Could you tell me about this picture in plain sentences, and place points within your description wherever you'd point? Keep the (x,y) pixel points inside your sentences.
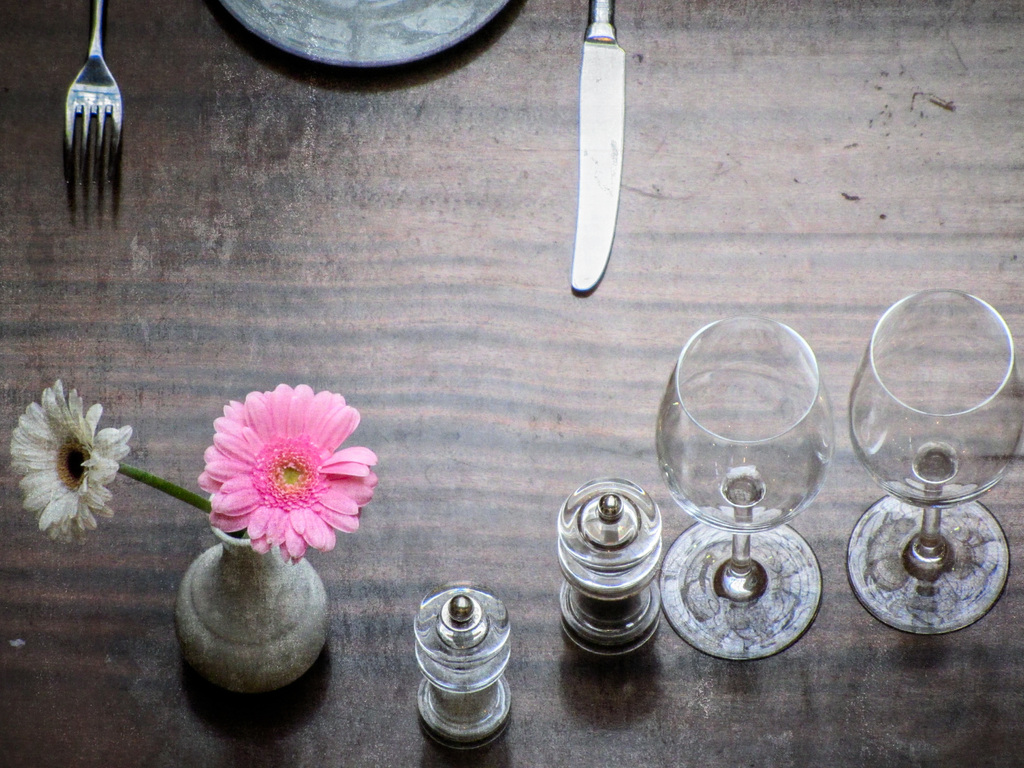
In this picture we can see glasses (693,440), flowers (245,500) in a vase (240,608), fork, knife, plate (373,18) and objects (575,516) on wooden platform (412,390).
